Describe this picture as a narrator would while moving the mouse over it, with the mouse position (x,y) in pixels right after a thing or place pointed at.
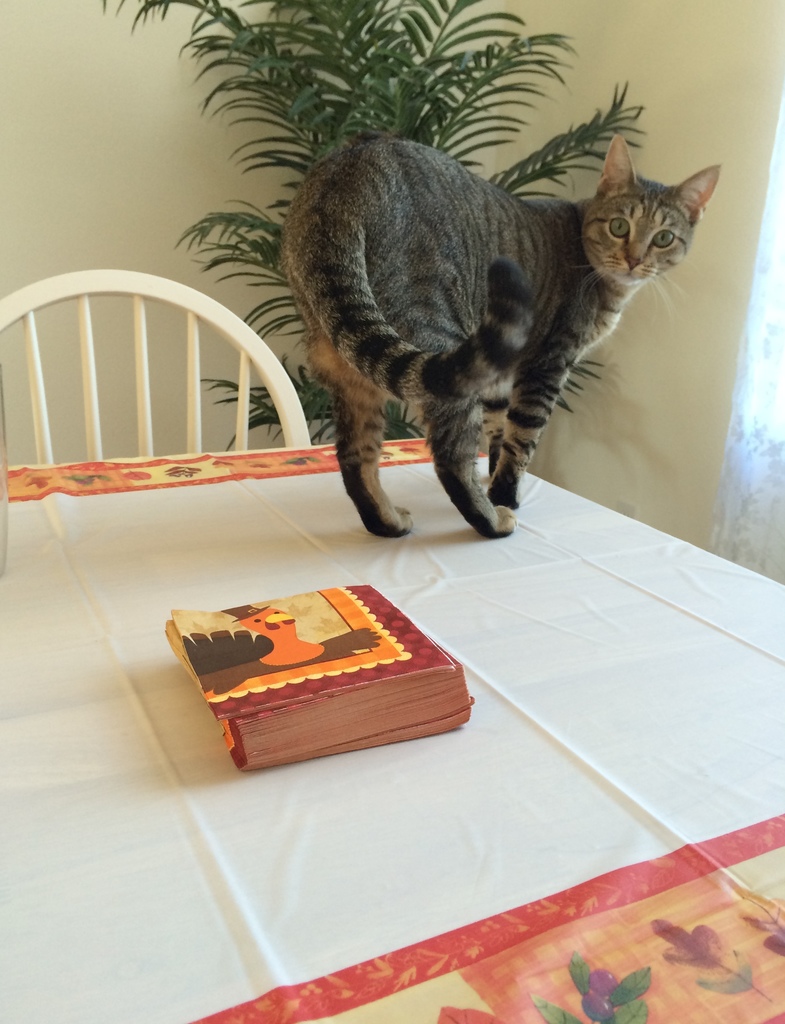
In this picture there is a cat (613,155) on the table (457,591) at the center of the image (445,479) and there is a plant (352,132) behind the cat (384,326), there is a stack of napkins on the table (331,815) at the center of the image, and there is a chair (28,298) at the left side of the image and a window (784,88) at the right side of the image (745,523), there is white color covering (445,771) on the table (608,704).
